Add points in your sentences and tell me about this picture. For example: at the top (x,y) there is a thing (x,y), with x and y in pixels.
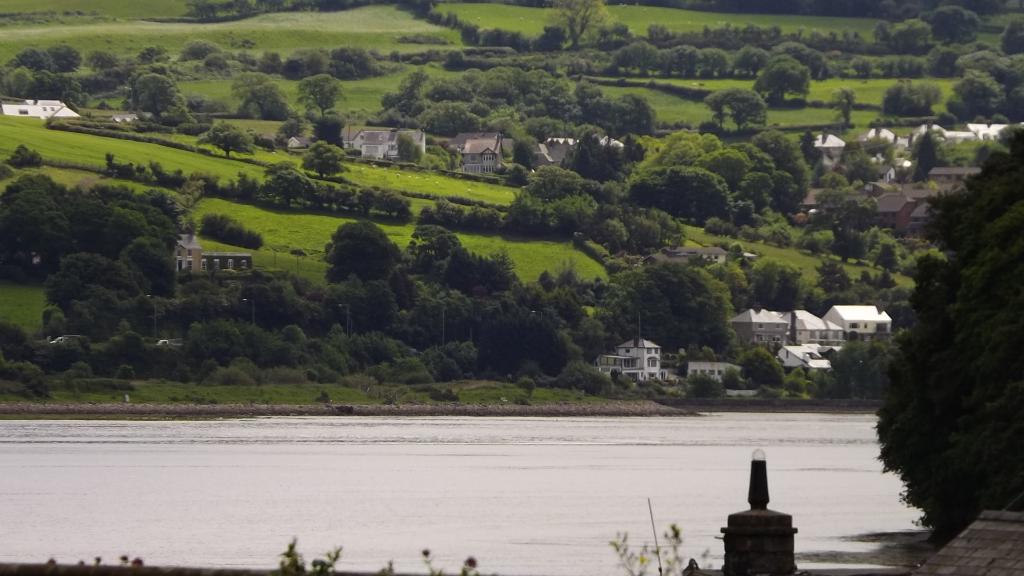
In this image I can see a big lake (553,448), beside that there are some trees (640,179) and buildings (998,570).
